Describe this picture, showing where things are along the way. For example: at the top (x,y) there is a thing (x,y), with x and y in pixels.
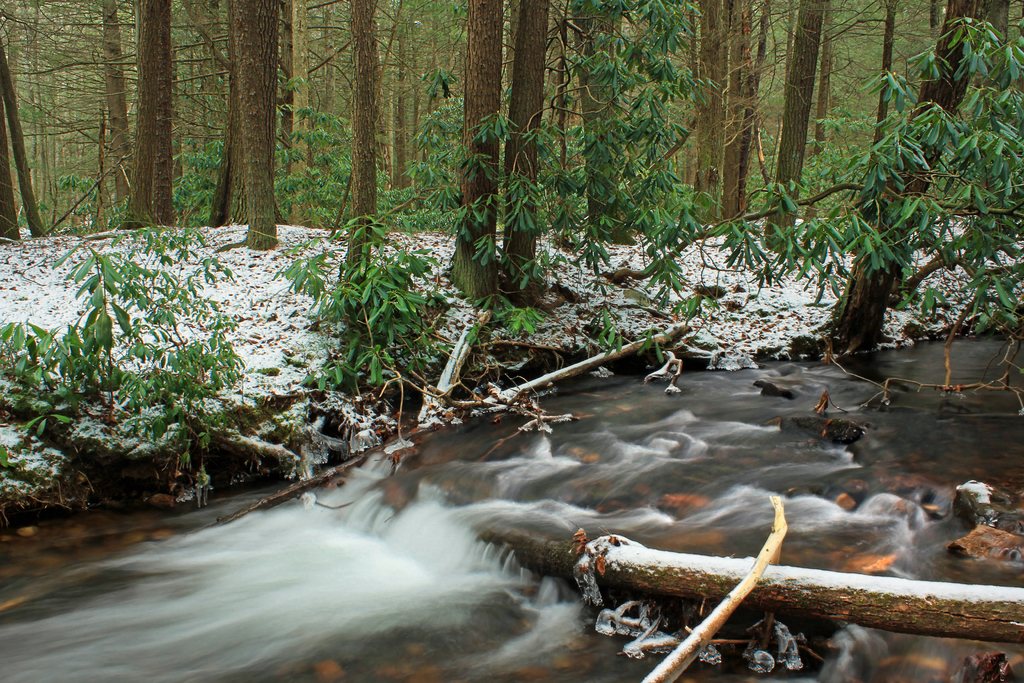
In this image I can see water (624,496), woods (585,543), trees (682,137) and snow (782,297) on ground (444,251).
